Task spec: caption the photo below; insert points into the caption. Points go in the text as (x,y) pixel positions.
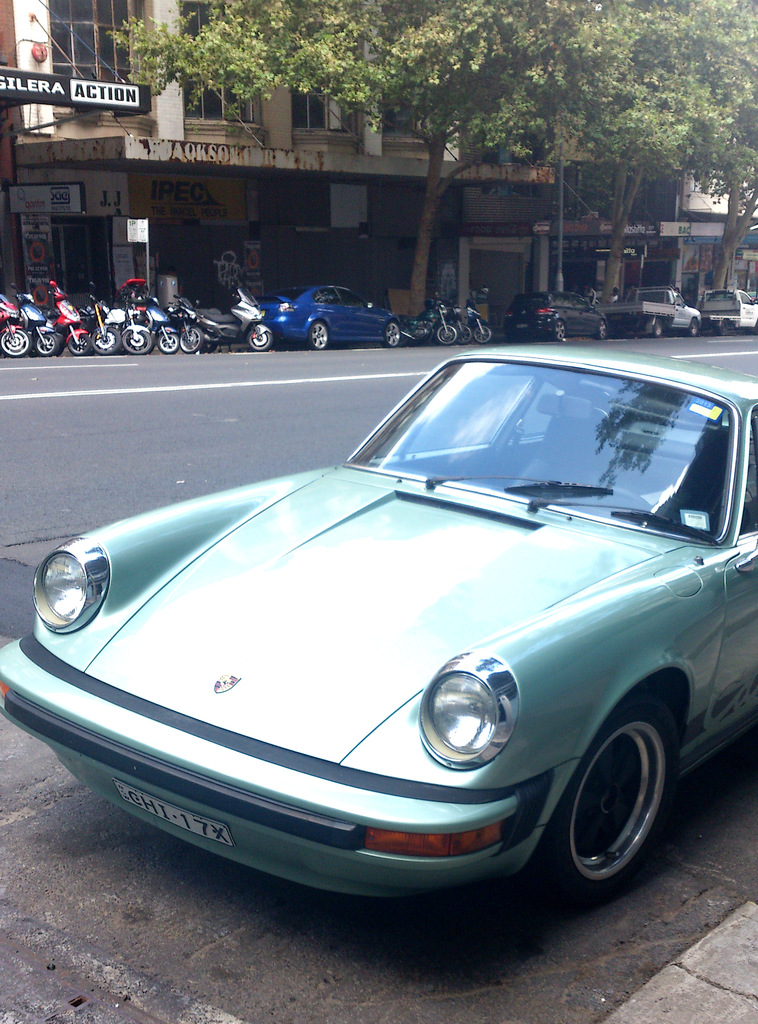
In the middle of the image (383,502) there is vehicle (429,502) on the road (172,921). Behind the vehicle (747,736) there are some motorcycles (242,288), vehicles (330,284), poles (147,281), trees (367,31) and buildings (48,56).
